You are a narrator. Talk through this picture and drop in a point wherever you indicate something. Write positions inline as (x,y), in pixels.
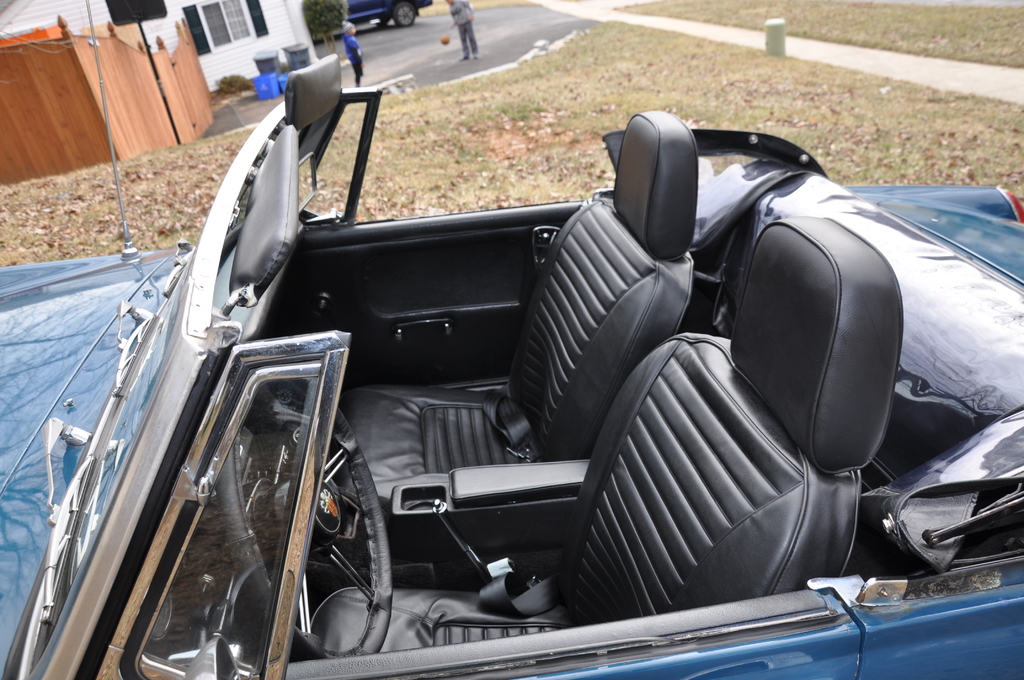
This image is taken outdoors. At the bottom of the image (439,577) there is a car (838,371) parked on the ground (953,141). In the background (419,115) there is a ground (582,122) with grass (834,111) on it. There is a house (221,18) with walls (277,18) and windows (233,20). A car (364,14) is parked on the ground (415,32). There is a plant (325,6). There are two dustbins (273,74) and two kids (460,6) are standing on the road (442,46) and playing with a ball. On the left side of the image (82,84) there is a wooden fence (139,111).
